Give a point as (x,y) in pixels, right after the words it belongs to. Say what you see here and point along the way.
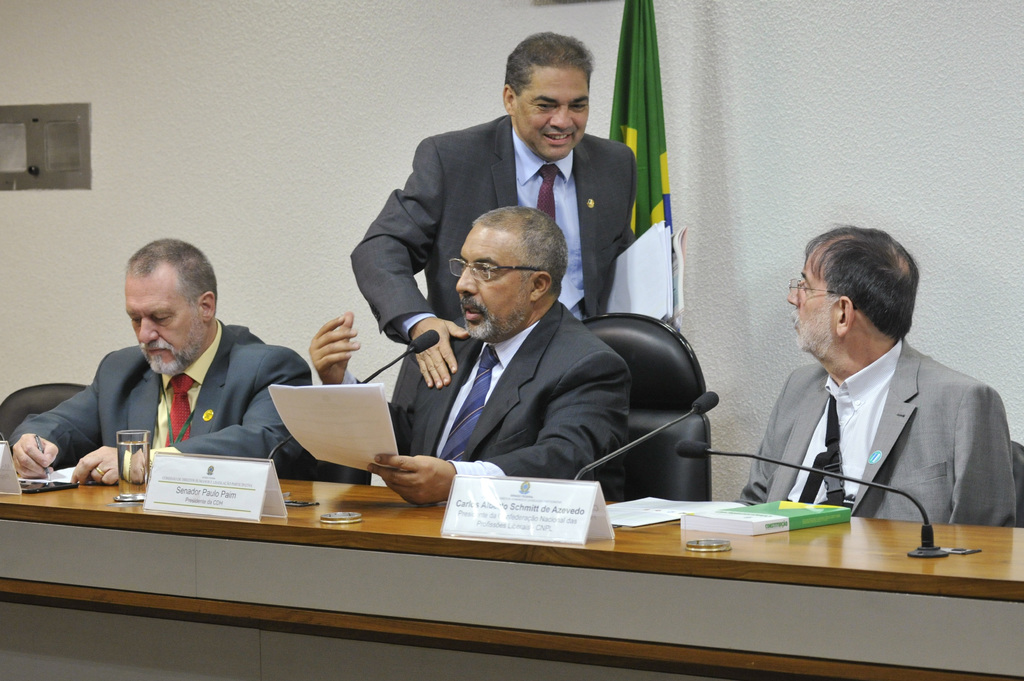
In this picture we can see three people (104,463) sitting on the chair (19,402) in front of the desk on which there are some things (269,464), glasses (123,456) and behind them there is a man (470,226).
